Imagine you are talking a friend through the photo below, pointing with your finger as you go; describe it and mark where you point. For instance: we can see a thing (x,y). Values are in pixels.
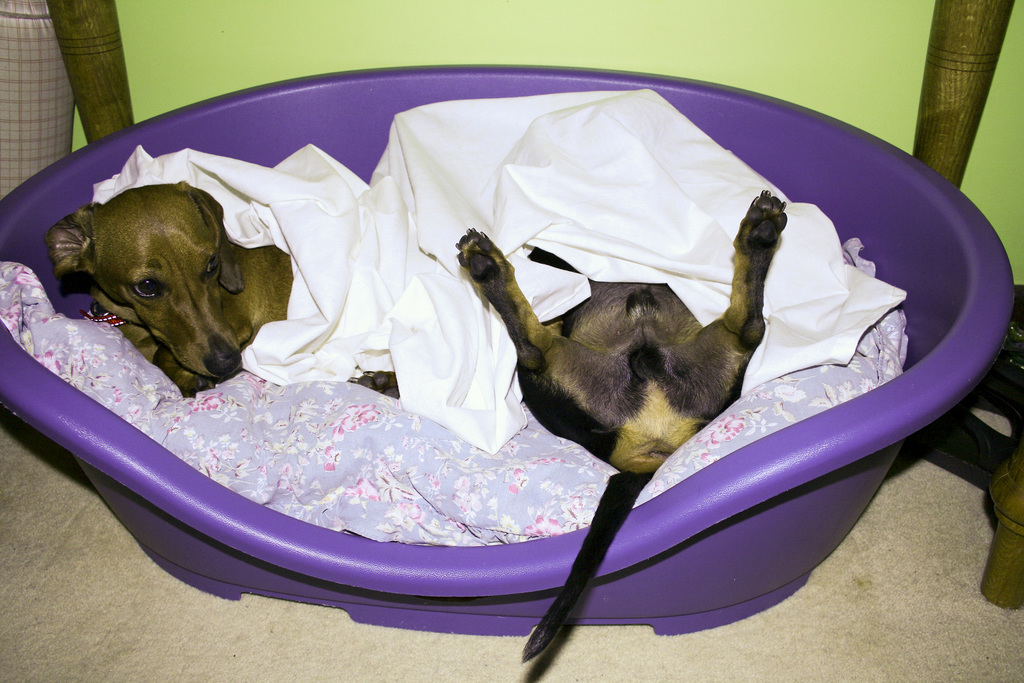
In this image there are two dogs (624,401) on their bed (287,458), above them there is a white color blanket (263,227). On the left (29,89) and right side of the image (1012,388) there are a few objects (10,88). In the background (732,39) there is the wall (846,80).
